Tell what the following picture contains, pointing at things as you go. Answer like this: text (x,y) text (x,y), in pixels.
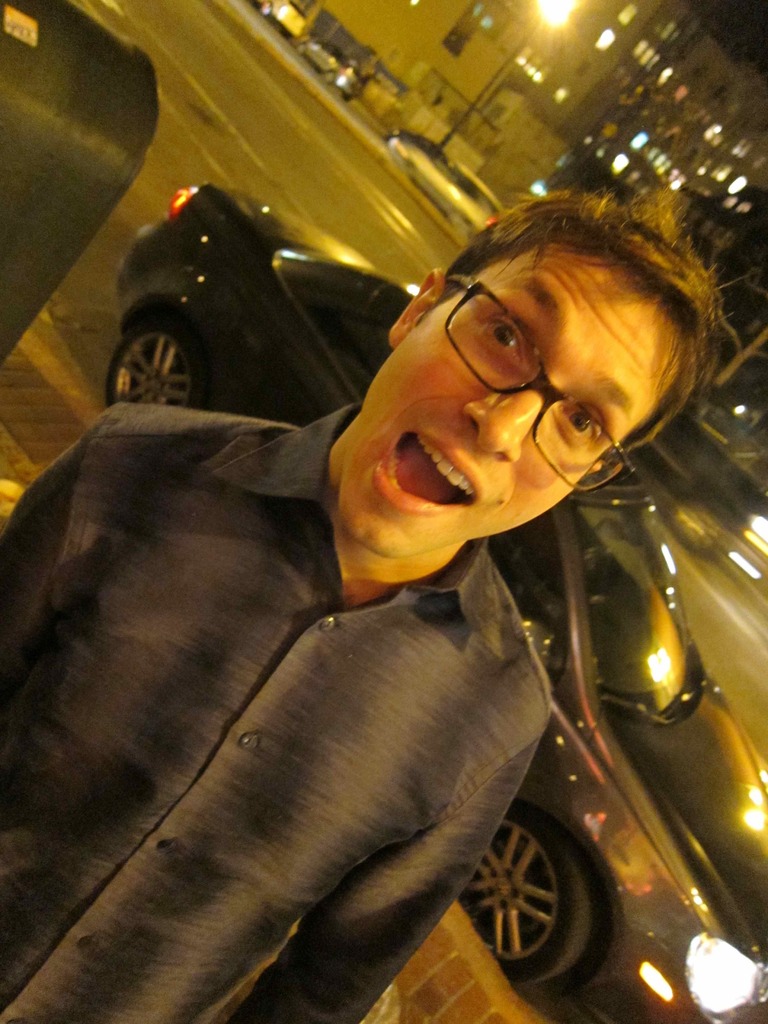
In the foreground of this image (283,711), there is a man (346,590) with open mouth (437,480). In the background (318,285), we can see few vehicles (451,184) moving on the road (345,167), a light pole (529,48) and few buildings (599,138). On the left top (20,129), there is a black object (17,86).
